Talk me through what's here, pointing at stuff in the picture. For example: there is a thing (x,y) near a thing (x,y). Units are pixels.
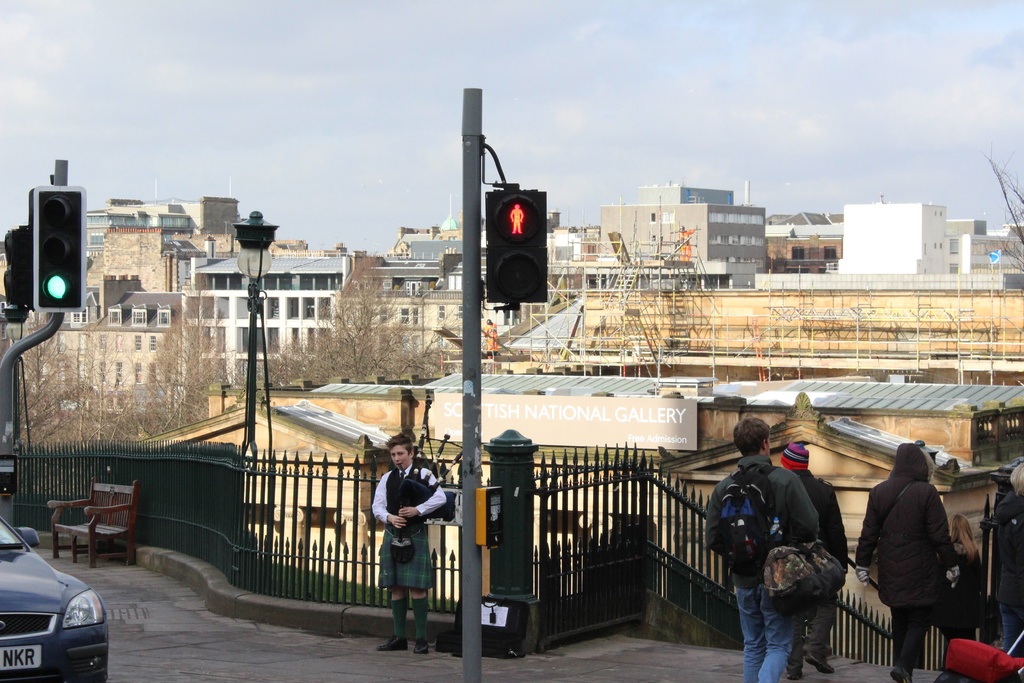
Here in this picture on the right side (893,548) we can see some people (944,580) walking over a place (103,564) and they are carrying bags (806,559) with them and the person (413,541) in the middle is standing and playing a bagpipe (416,501) and we can see traffic signal lights (40,249) present on poles (474,290) and on the left side (39,620) we can see a car (39,620) and a bench (90,516) present on the ground (109,586) and we can see railing (255,521) covered over there and in the far we can see sheds (295,432) and buildings (648,303) present and we can see a lamp post (253,272) and plants (295,372) and trees (410,368) present and we can see the sky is cloudy.
